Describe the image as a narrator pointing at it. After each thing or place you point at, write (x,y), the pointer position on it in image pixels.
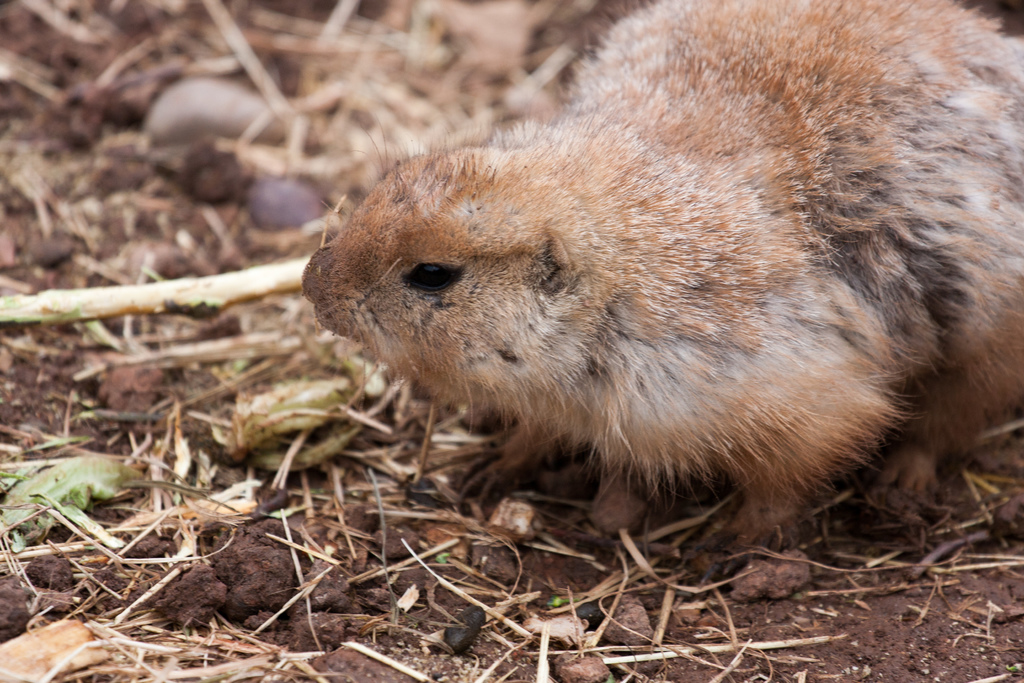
In this image, we can see an animal (612,37) on the ground (264,125).
